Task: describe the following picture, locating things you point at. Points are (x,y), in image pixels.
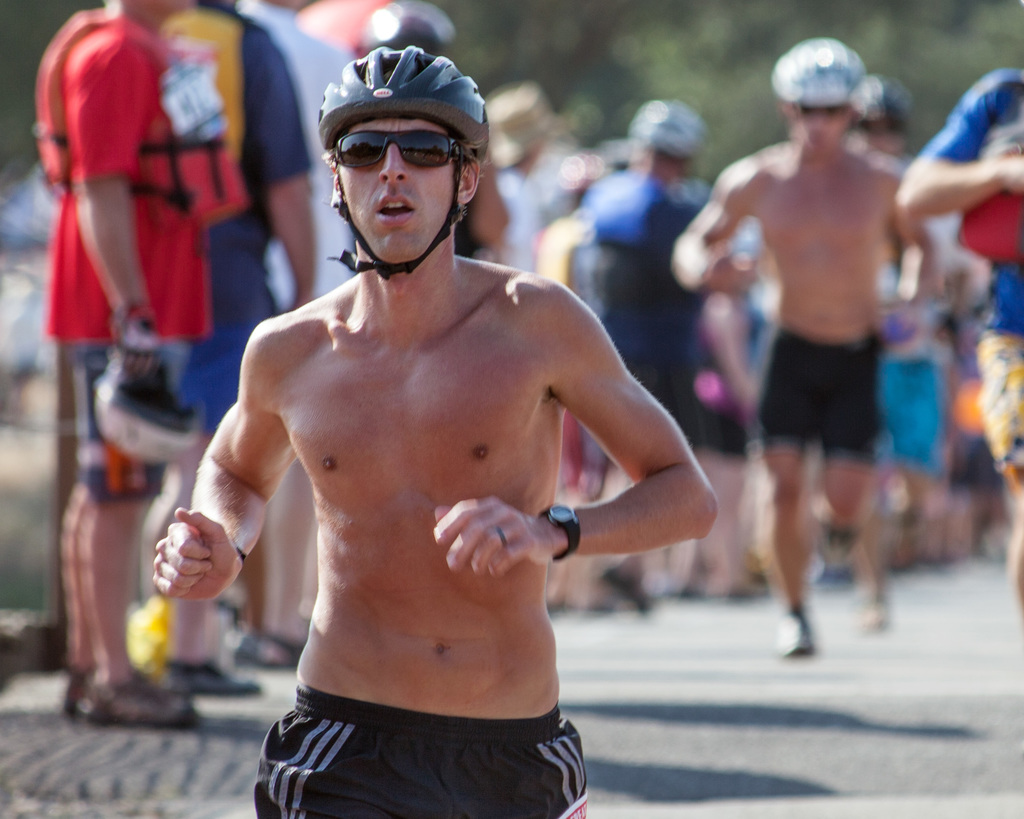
In this picture we can see people (694,256) wearing helmets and shorts (446,742). They are running on the ground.
